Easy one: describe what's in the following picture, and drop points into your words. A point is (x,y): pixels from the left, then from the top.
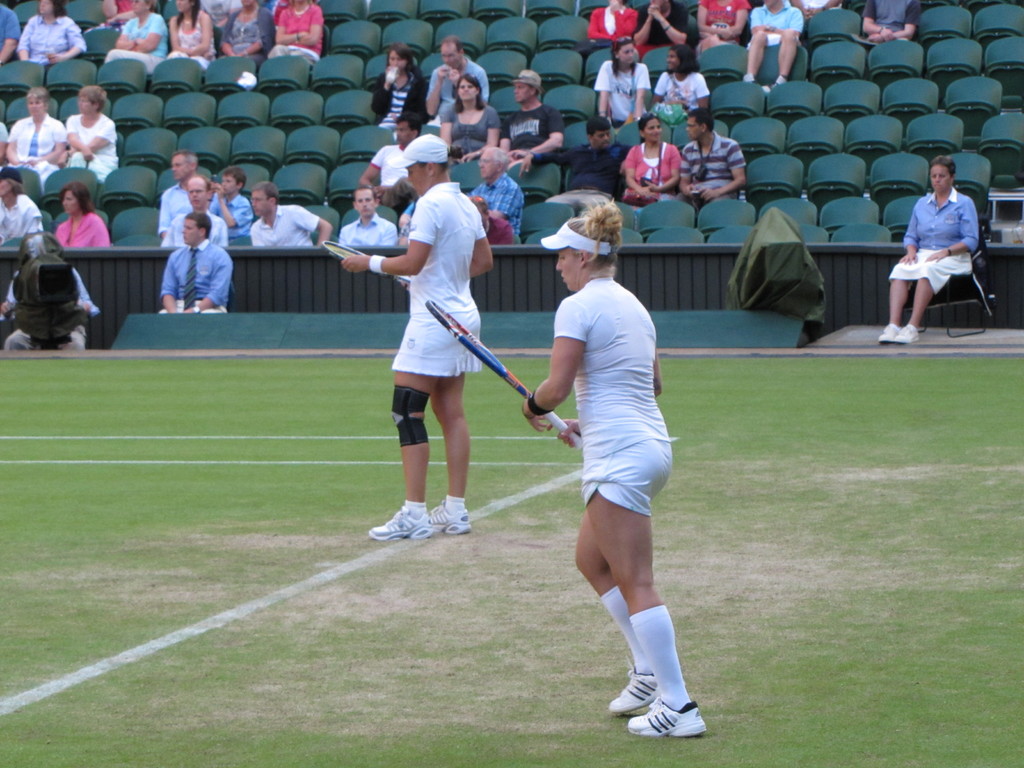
In this picture we can see two persons (427,271) are standing in the ground (550,508) and they are holding bat (354,252), in the left side of the given image a person (82,308) is holding a camera (33,278), and other people (600,75) are seated on the chairs (318,128) and they are watching the game.
